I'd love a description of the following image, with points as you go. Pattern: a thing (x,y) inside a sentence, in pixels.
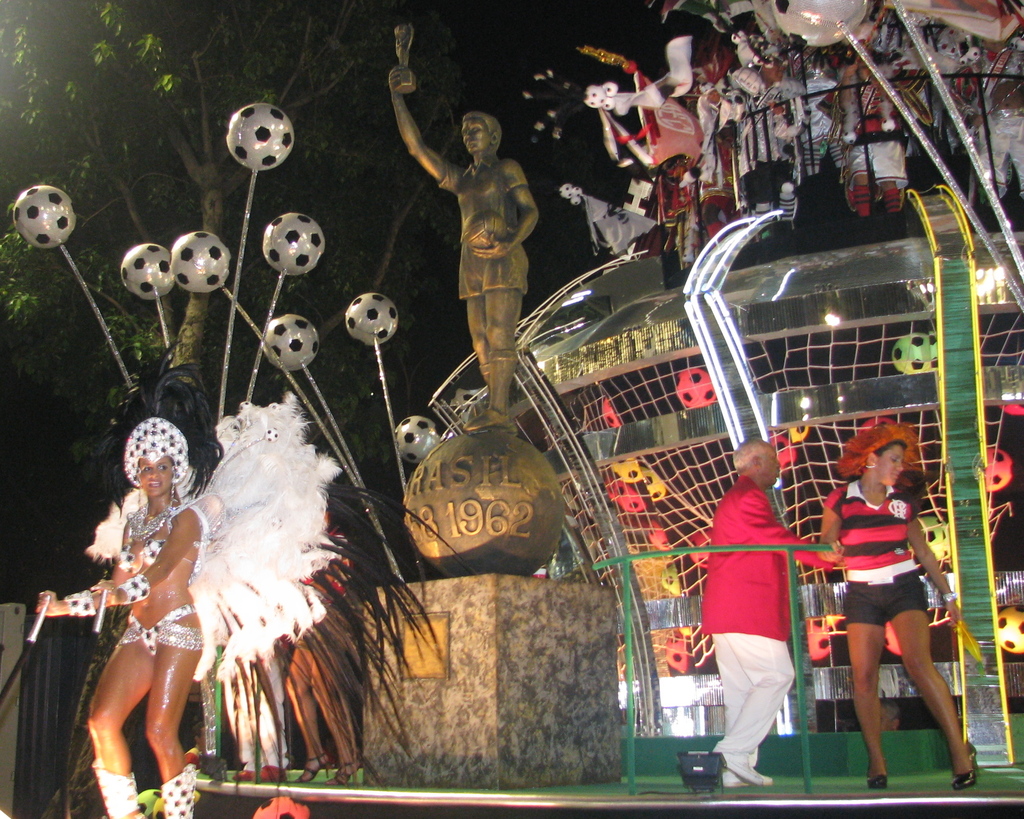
There are people (717,601) in the foreground area of the image (168,459), there are balls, it seems like toys (584,197), sculpture (513,265), other objects (647,353) and a tree (289,103) in the background (289,103).
